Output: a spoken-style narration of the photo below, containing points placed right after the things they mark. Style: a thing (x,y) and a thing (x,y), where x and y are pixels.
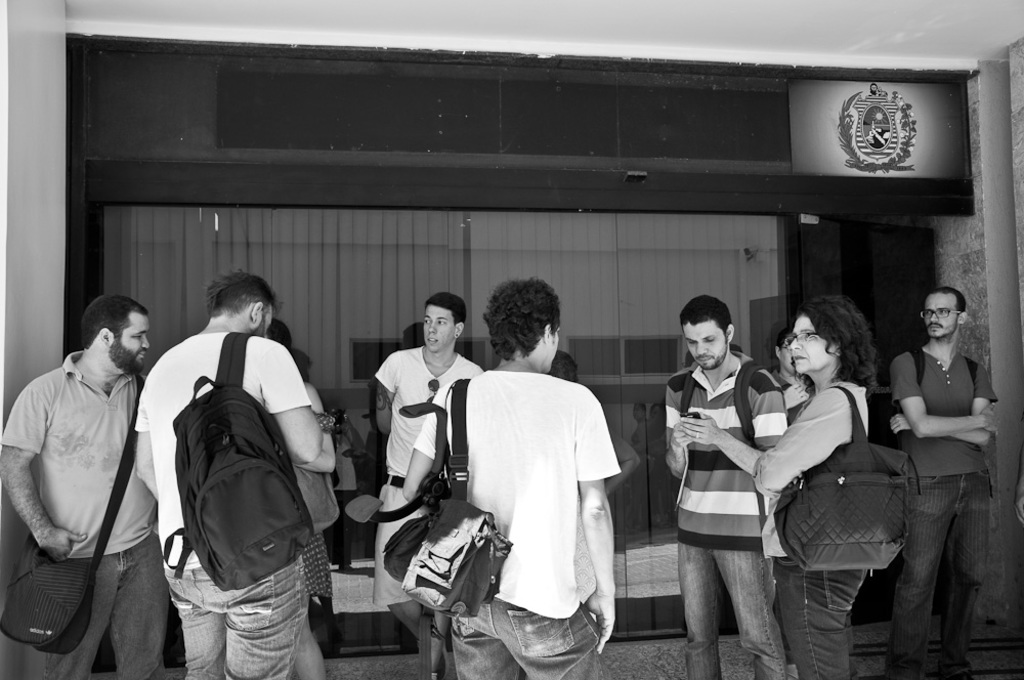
In this black and white image, we can see people (679,403) standing in front of the cabin (390,285). There are some people (749,368) wearing bags (749,368). There is a ceiling (496,19) at the top of the image (622,43).
